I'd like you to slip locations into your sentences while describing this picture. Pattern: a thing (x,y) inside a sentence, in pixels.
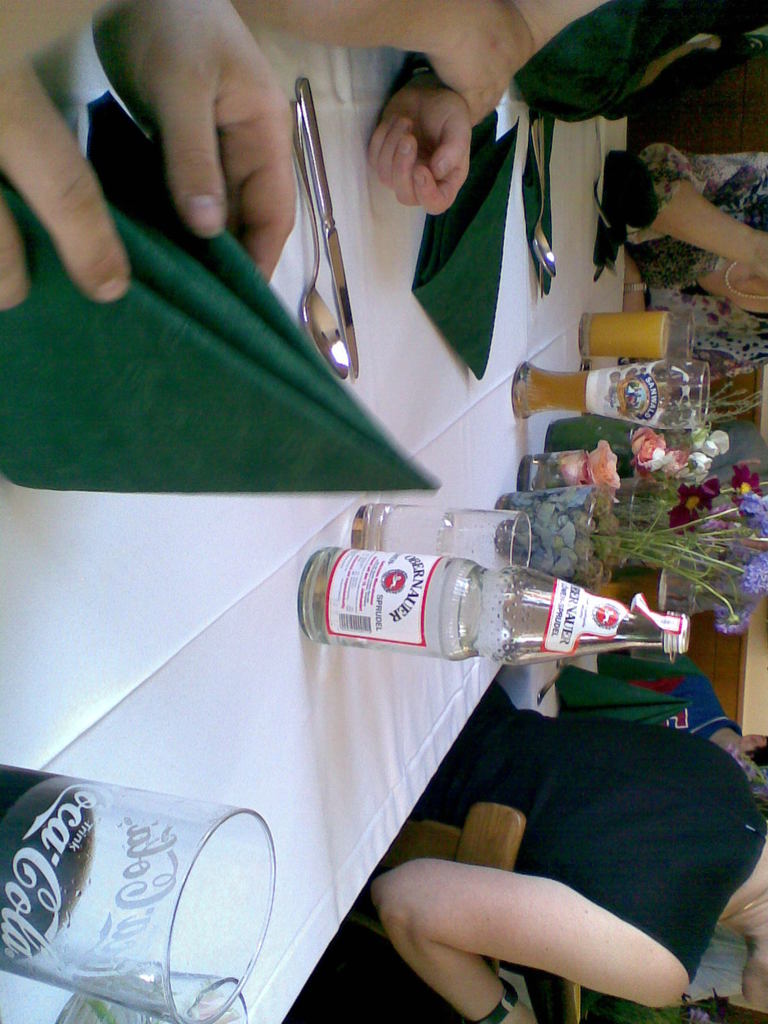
In this picture we can see a table (397,528), on the table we can see some tissues (36,362), spoon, knife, bottle (599,622) and glasses (397,538), flower vase (568,523) with flowers (690,471) and some people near the table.
